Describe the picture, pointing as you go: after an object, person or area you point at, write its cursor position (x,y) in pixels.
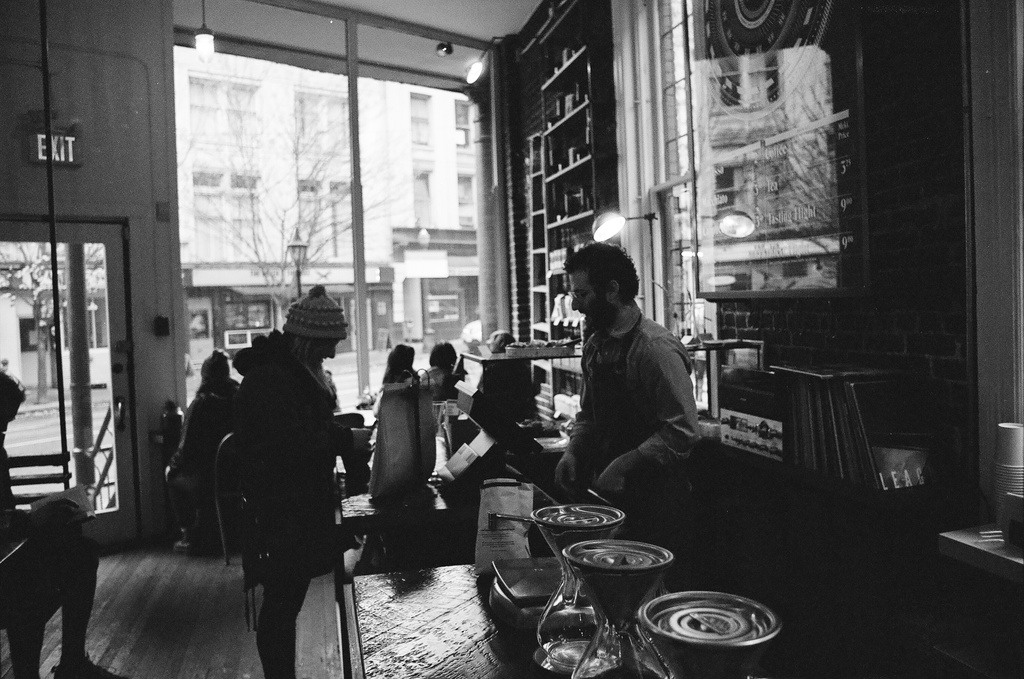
It is a black and white picture. On the left side of the image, we can see one person (39,544) sitting and holding some object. In the center of the image (648,392), we can see two people (633,430) are standing and holding some objects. Between them, we can see one table (418,667). On the table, we can see coffee makers (587,638), box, one banner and a few other objects (519,608). In the background (142,34) there is a wall (177,269), sign board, glass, tables (745,341), few people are sitting and a few other objects (614,216). Through glass (276,149), we can see buildings (411,164), windows (464,194), trees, poles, road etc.
